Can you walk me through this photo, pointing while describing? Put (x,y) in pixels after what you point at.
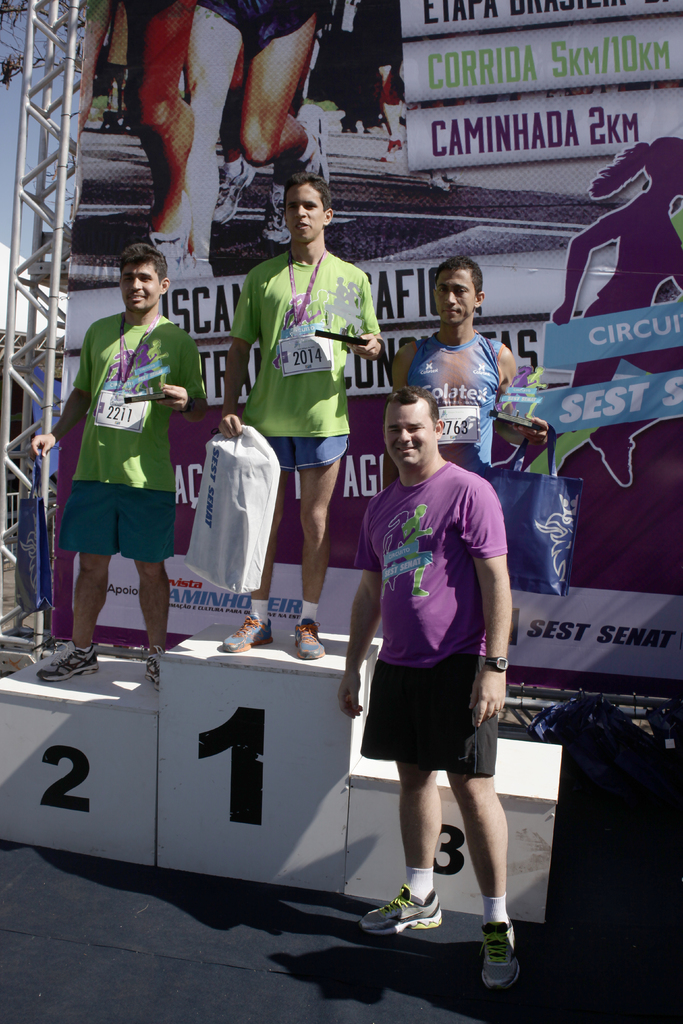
Here in this picture can see a group of men (115,434) standing over a place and some of them are smiling and three of them are carrying trophies (139,351) with medals (131,369) and behind them we can see a banner (140,1) present and on the left side (13,369) we can see an iron frame (52,347) present.
